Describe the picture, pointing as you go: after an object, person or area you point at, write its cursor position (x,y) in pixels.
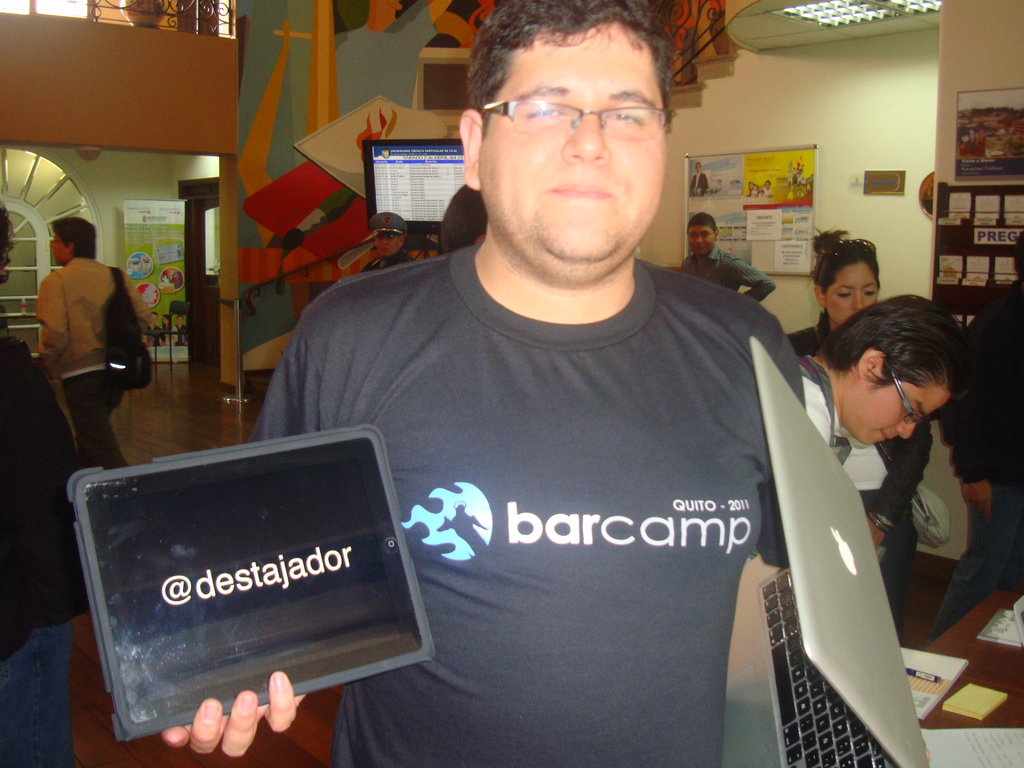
Here we can see a man (553,174) is standing by holding a tab (355,641) and laptop (731,662) in his hands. In the background (165,242) there are few persons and there are posters (762,206), a notice board (716,208) and some other items (1002,197) on the wall (853,138), hoarding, screen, fence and pot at the top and on the right (979,646) at the bottom corner (963,661) there is a table (1020,655) and on it we can see books (924,701) and a pen (917,672).
